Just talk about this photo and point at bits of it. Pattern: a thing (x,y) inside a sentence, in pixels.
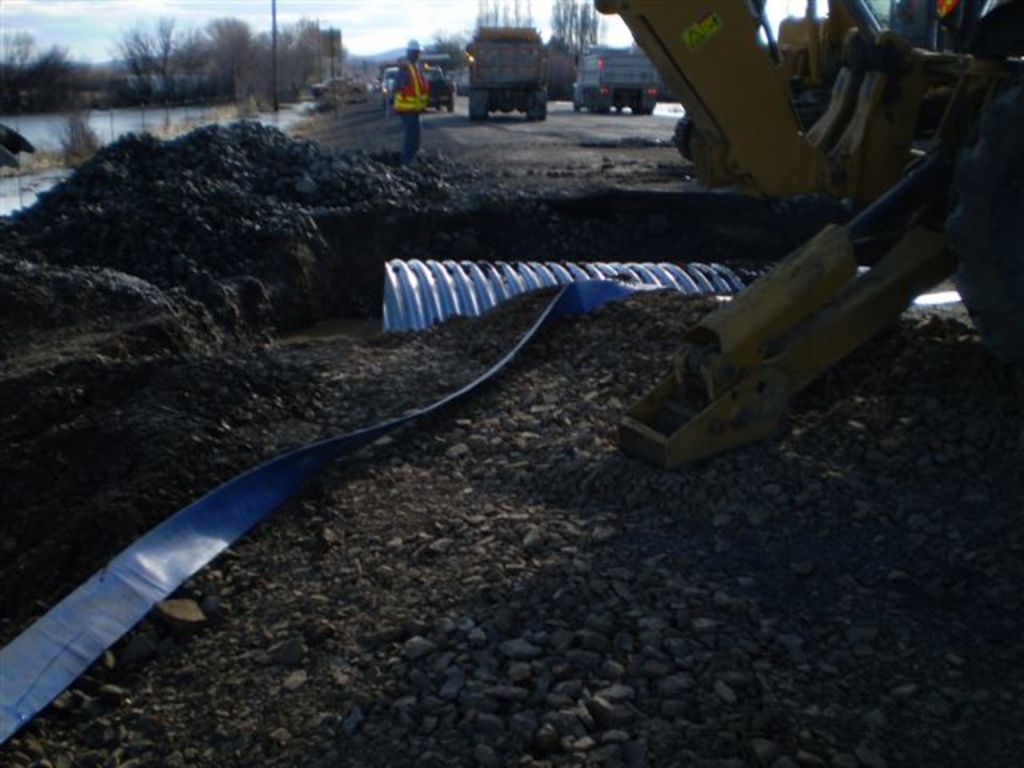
In this picture, we can see the ground (511,191), and some objects (462,281) on the ground (520,257), we can see a few vehicles (748,432), a person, water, poles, trees (202,66) and the sky (364,54) with clouds (386,48).
